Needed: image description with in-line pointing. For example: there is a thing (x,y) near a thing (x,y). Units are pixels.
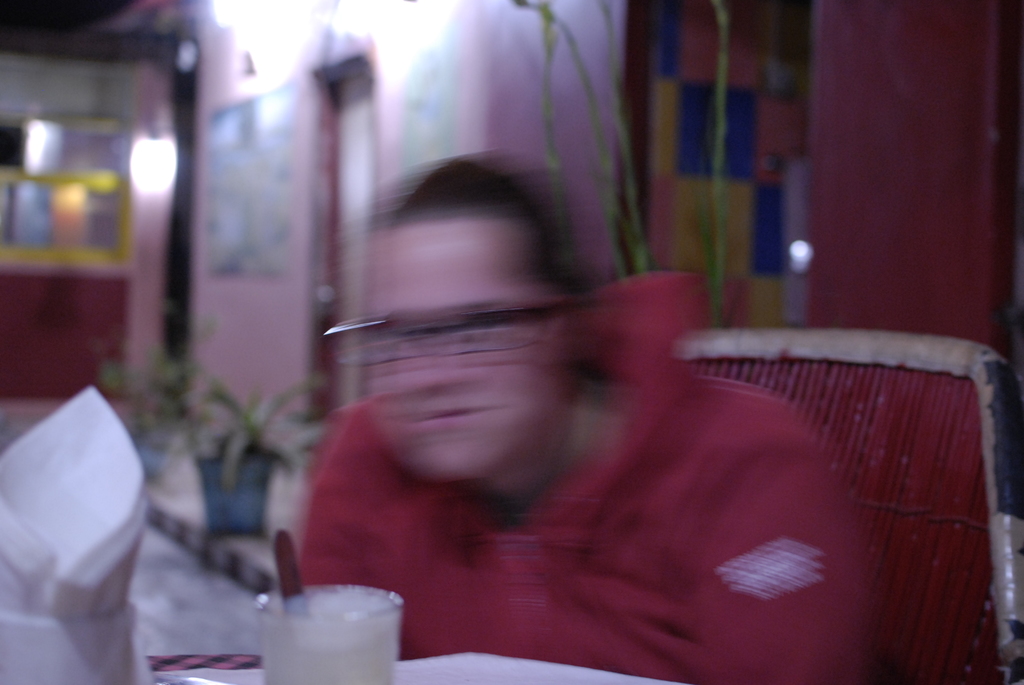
This is a blurred image. In this image we can see one man (770,625) sitting on a chair (827,398) near the table (403,669), some objects (357,626) on the table (409,683), some plants (245,452), one board (233,139) and some lights (255,22) attached to the wall (138,115).
